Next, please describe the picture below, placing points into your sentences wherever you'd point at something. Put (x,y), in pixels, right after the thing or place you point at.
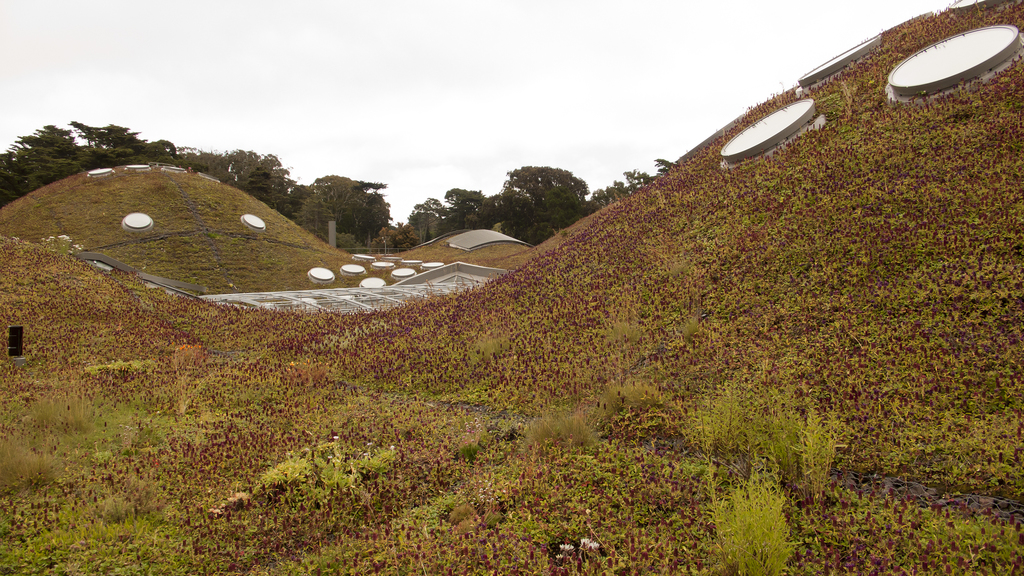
In the background (484,28) we can see the sky (811,2). In this picture we can see trees (483,202), plants (252,539), objects (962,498) and inclined grass surfaces (496,319).
